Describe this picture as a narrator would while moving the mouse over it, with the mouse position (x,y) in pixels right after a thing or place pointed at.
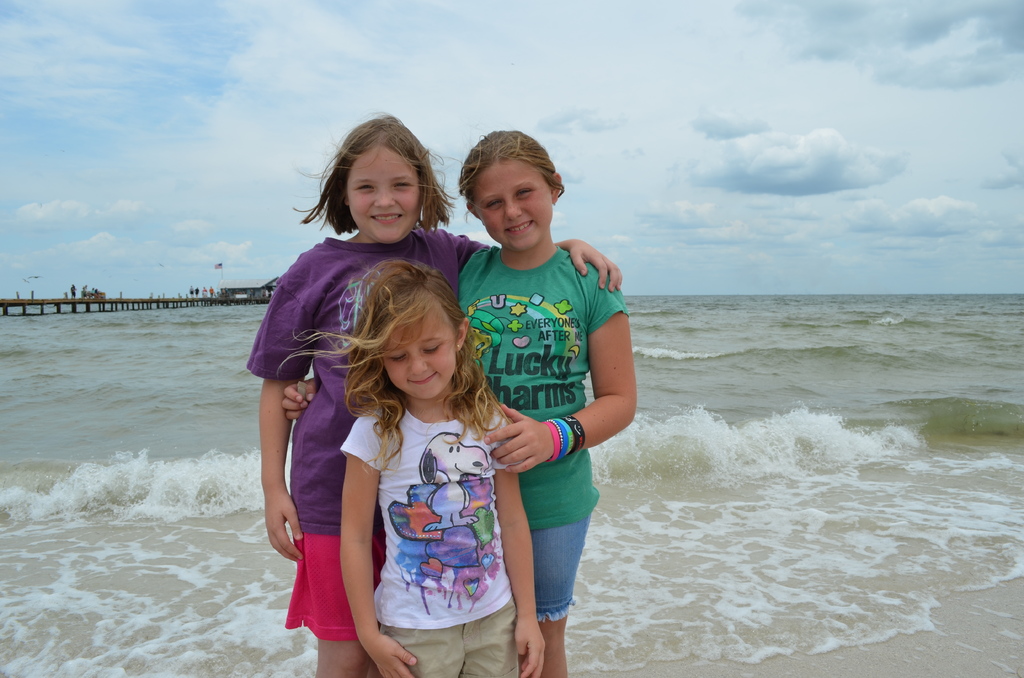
In this image, we can see people (469,491) standing and in the background (191,450), there is water (150,364) and we can see a bridge (114,299) and some other people (191,293). At the top (650,136), there are clouds (650,136) in the sky (732,175).
